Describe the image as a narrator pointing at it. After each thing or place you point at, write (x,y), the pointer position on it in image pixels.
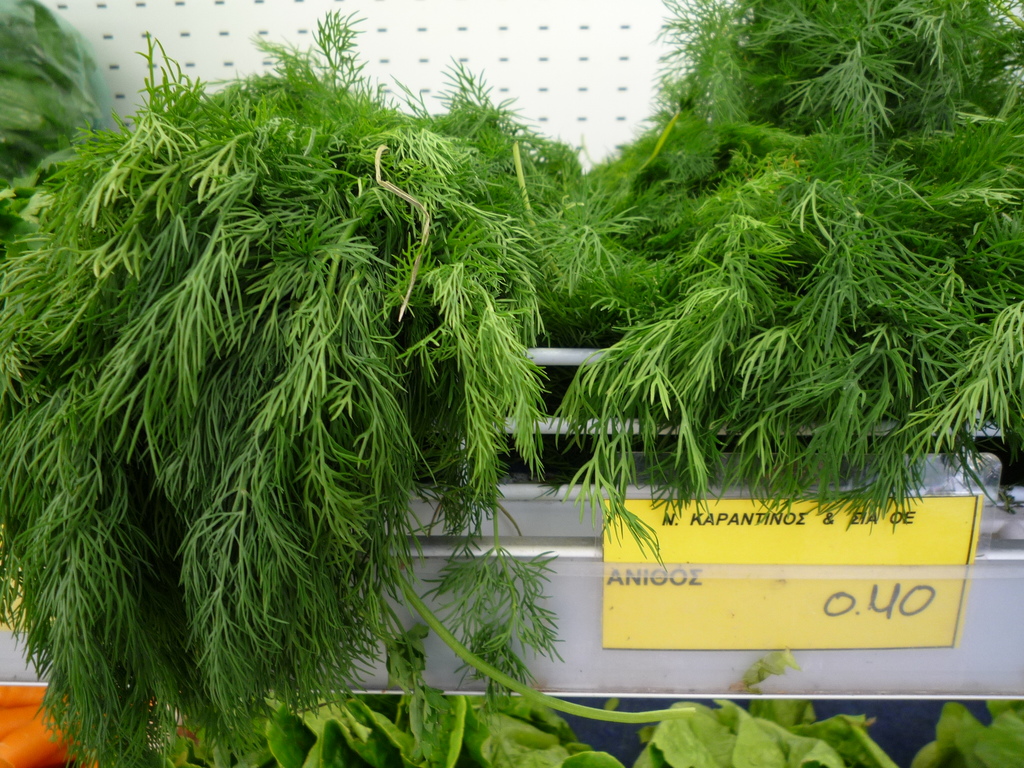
In this image I can see few plants (833,424) in green color. In front (651,620) I can see the board (656,605) in yellow color and I can see the white color background (578,54).
